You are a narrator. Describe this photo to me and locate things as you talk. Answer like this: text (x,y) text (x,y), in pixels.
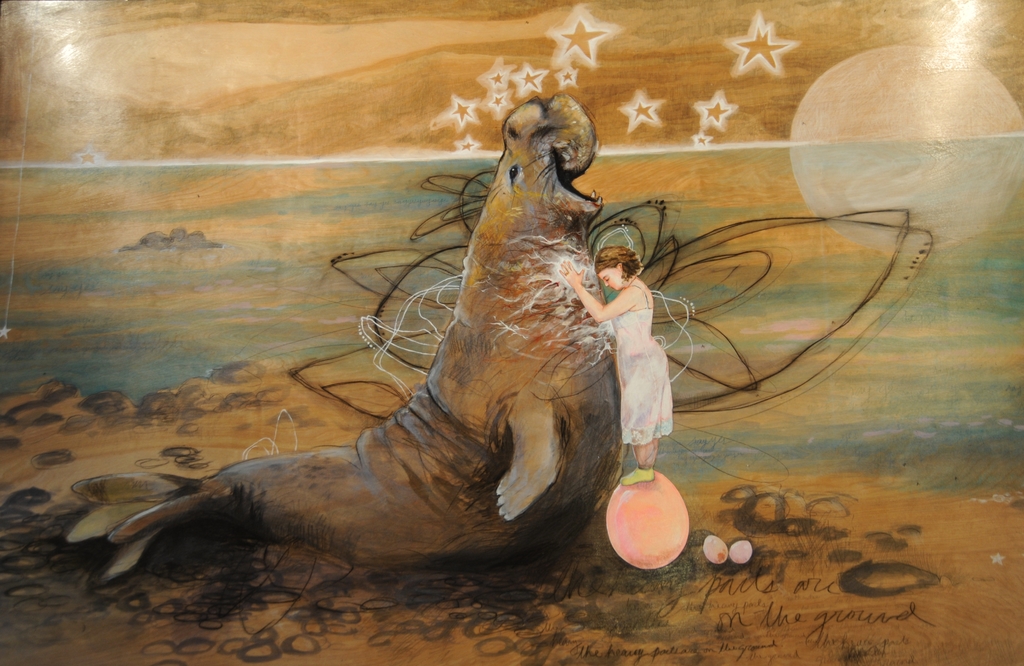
In this image there is a painting (557,269) of a person (646,477) standing on the ball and touching a seal (582,222) on the shore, and in the background (818,106) there are stars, moon (838,87).
